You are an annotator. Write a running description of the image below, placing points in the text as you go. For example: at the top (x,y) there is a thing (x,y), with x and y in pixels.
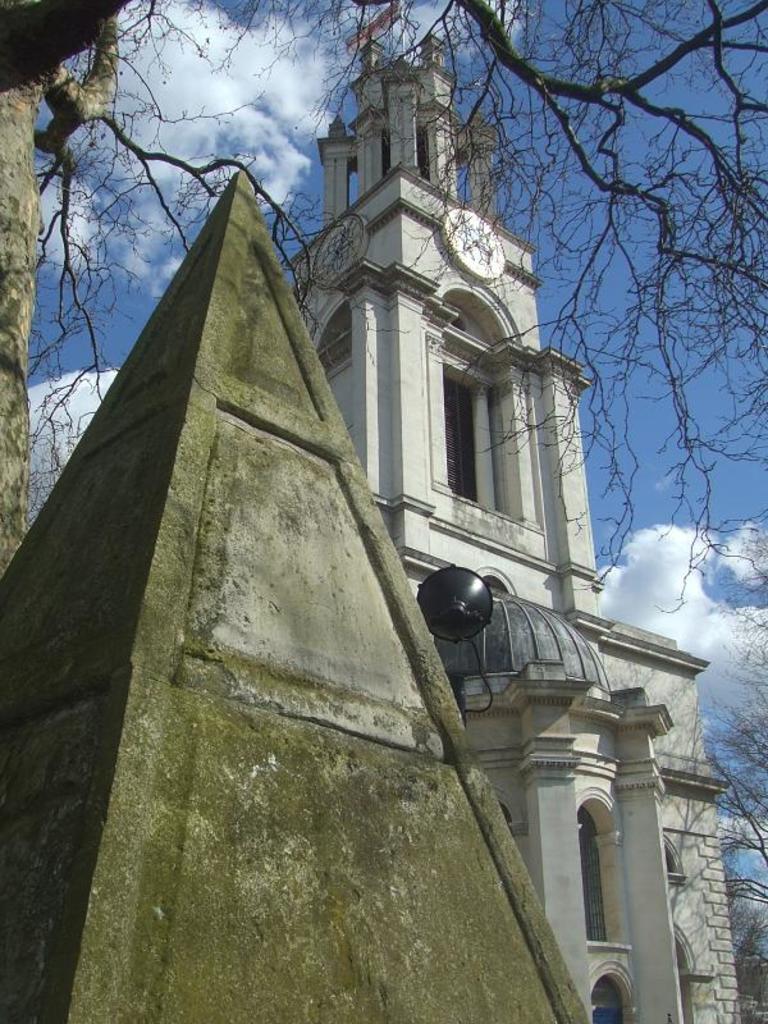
In this image, I can see a building (524,398) and trees (33,215). On the left of the image (179,660), I can see a pyramid structure (287,670). In the background (273,152), there is the sky (242,133).
